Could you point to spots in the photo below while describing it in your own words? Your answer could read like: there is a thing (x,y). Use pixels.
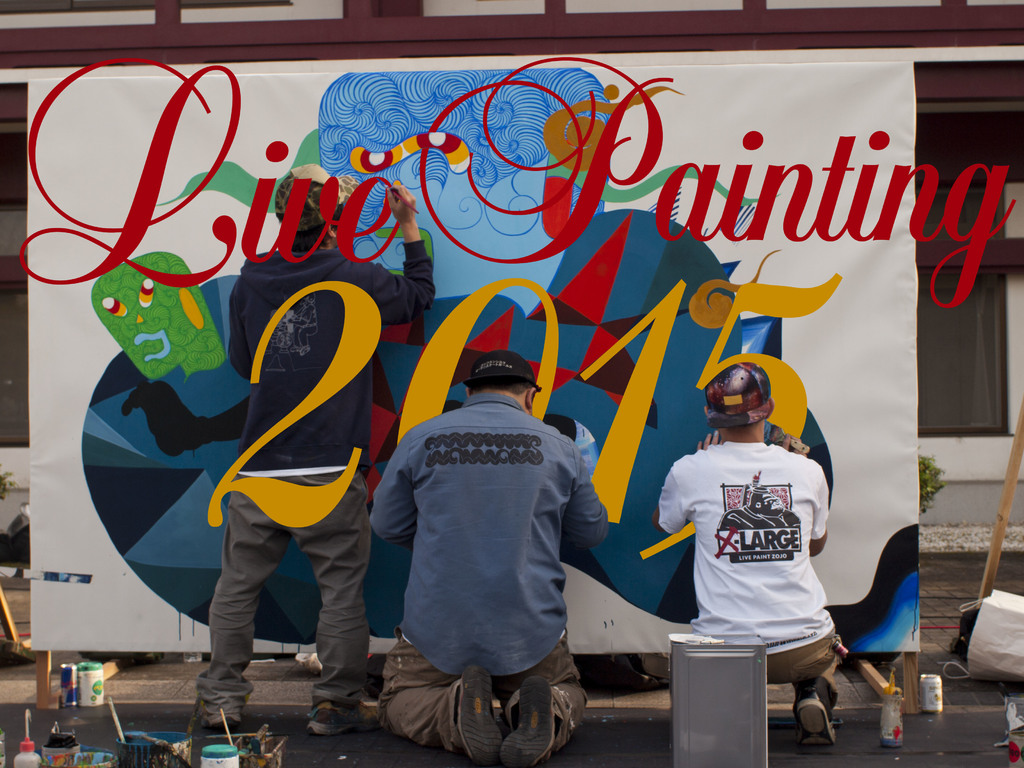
In this image I can see 3 people (467,430) painting. There are paints (104,751), container (142,752) and other objects (189,765) in the front (170,760). There is a building (341,61) at the back (589,64).
